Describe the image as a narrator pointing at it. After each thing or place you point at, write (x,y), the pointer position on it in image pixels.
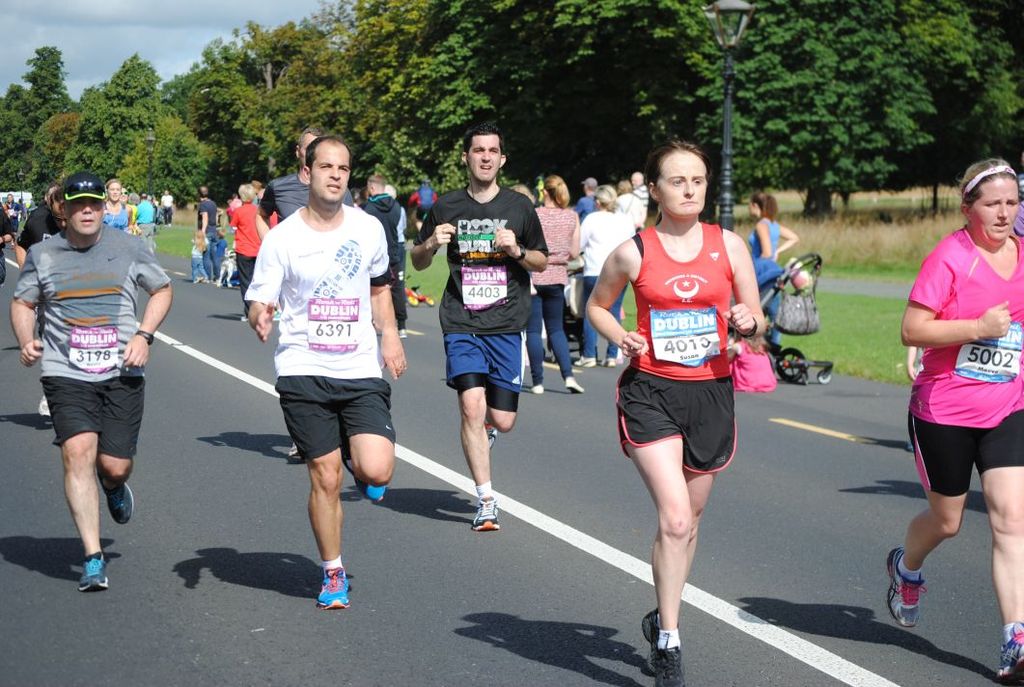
This is the picture of a place (941,654) where we have some people (664,443) wearing shorts (54,392) and behind there are some other people (563,264) and also we can see some trees (988,153), plants (988,153), grass (956,196) and a pole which has a lamp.
